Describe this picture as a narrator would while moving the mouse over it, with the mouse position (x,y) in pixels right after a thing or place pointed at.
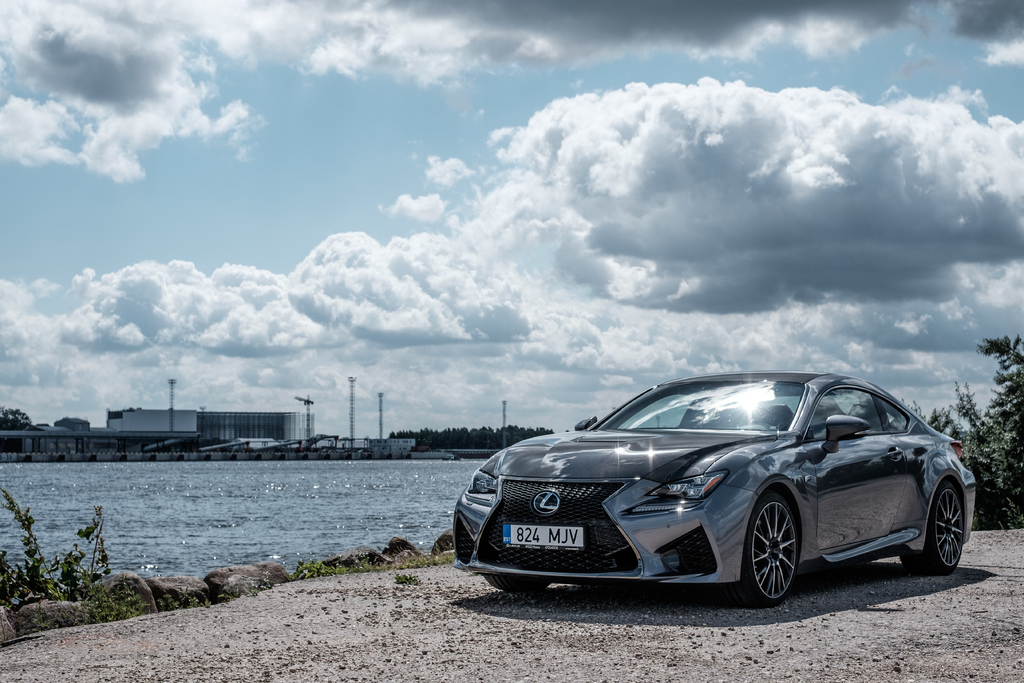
In this image, on the right (754,532) there is a car (785,518). At the bottom (193,636) there are stones (290,582), plants (120,609), land (449,655), water (196,537), waves (241,553). In the background (241,438) there are trees (971,420), building (271,427), poles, sky (156,406) and clouds (355,271).
